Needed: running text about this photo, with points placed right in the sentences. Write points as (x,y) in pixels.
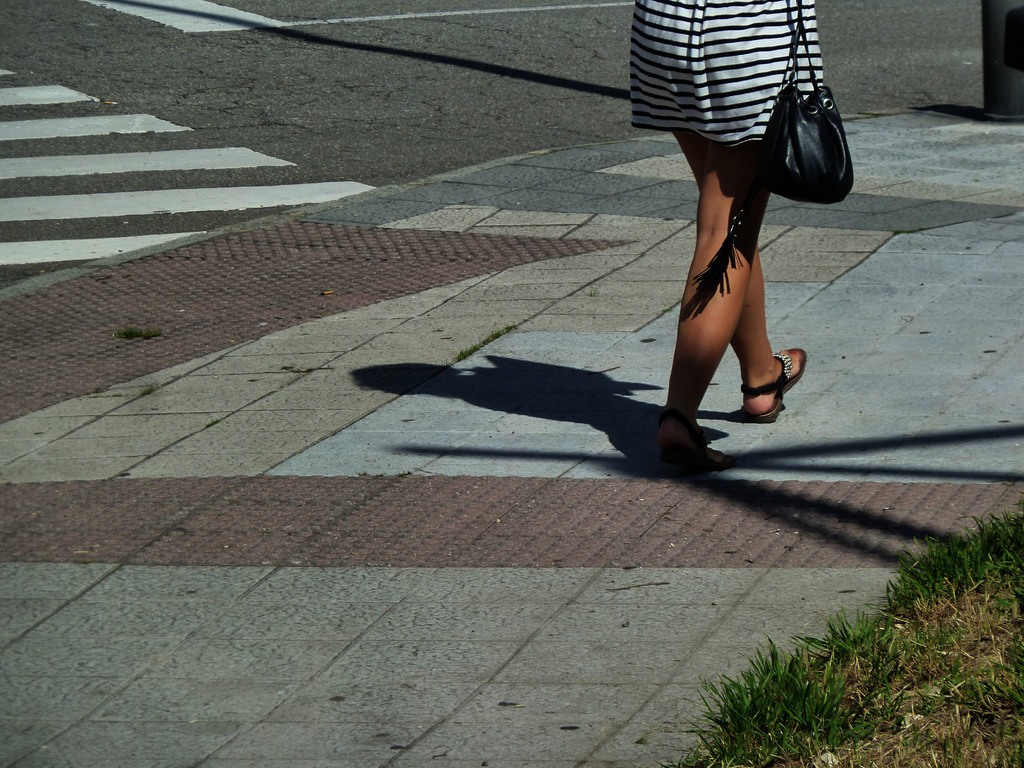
In this picture we can see a woman (680,327) is walking on the pathway (546,355), beside to her we can see grass (971,575), and we can find a metal rod (1002,101) on the right side of the image (984,53), and also we can see a bag (822,142).
